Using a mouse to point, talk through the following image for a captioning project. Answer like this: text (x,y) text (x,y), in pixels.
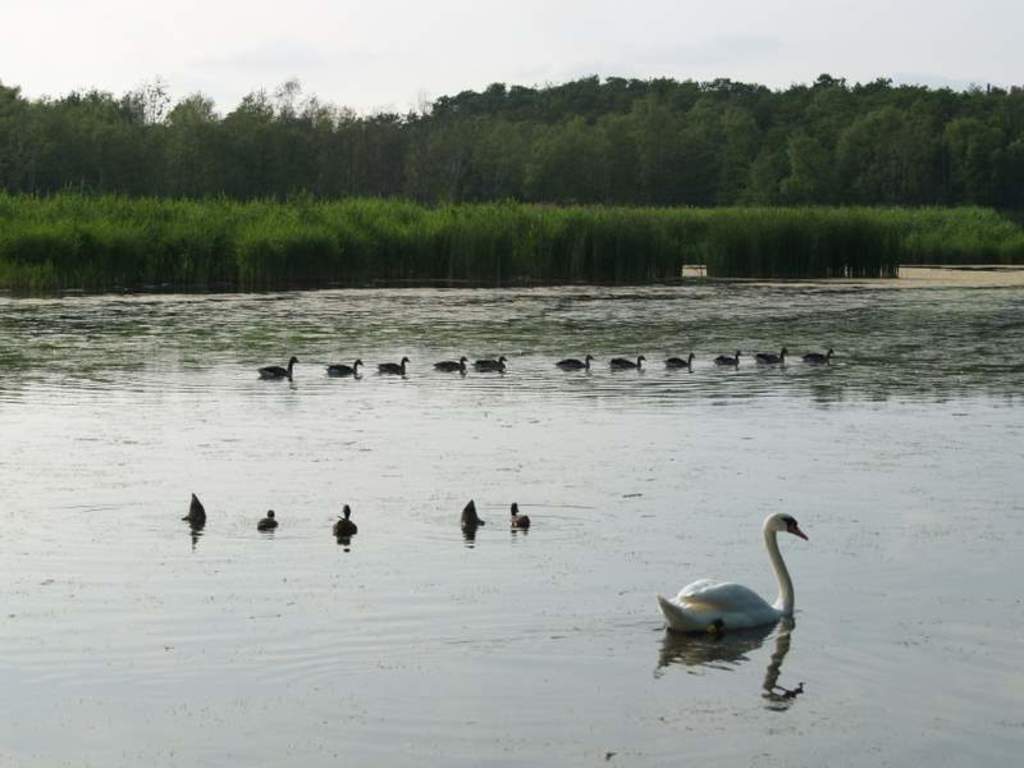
In this image we can see few birds (729,600) in the water (573,479) and there are few plants (501,236), trees (795,181) and the sky (248,79) in the background (334,54).
